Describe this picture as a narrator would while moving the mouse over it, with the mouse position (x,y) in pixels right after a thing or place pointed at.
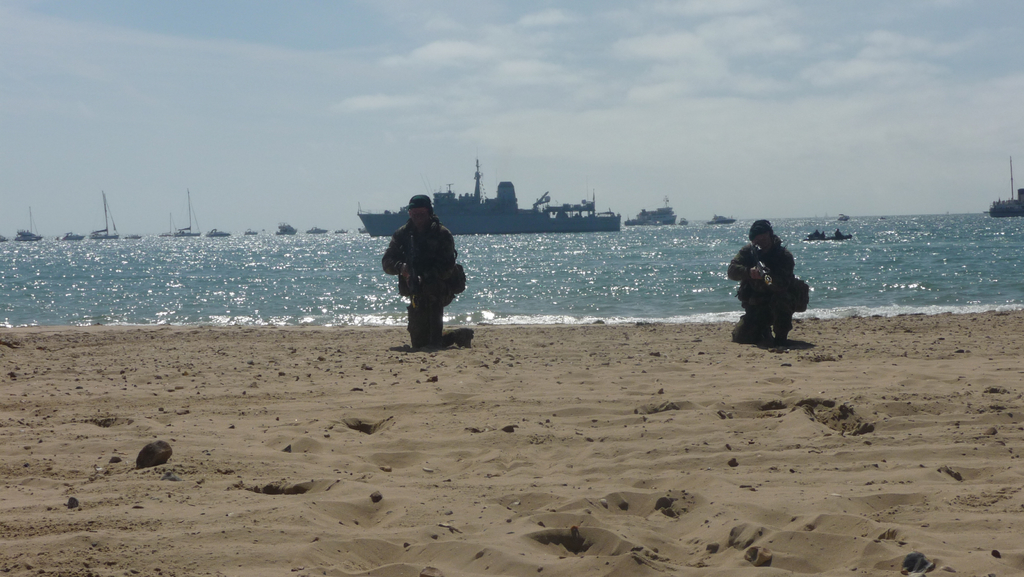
In this image I can see sand (536,409), water (111,311), clouds (697,36), the sky (529,82) and in water (297,234) I can see number of boats (105,216) and a ship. Here I can see two persons (431,346).
